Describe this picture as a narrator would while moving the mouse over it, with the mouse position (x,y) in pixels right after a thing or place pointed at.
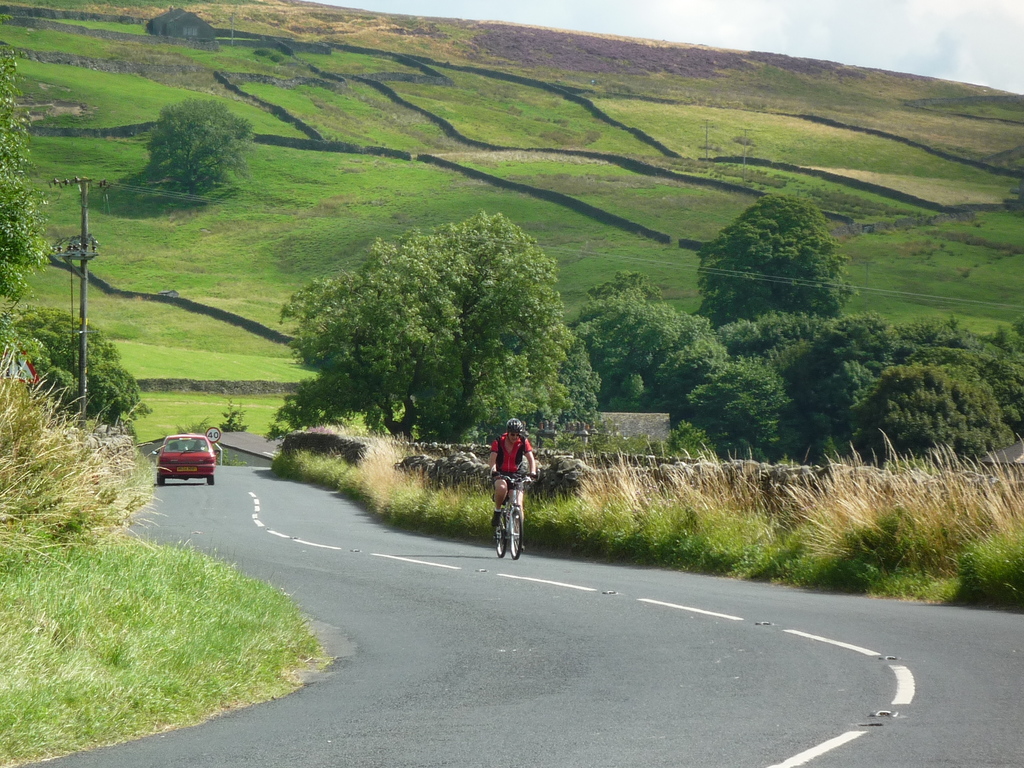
In this picture I can see there is a person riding the bicycle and there is a car (198,450) moving on the road (387,667) and on both sides I can find there is grass (118,695), plants (73,443) and trees (475,311) and there is a mountain (258,167) in the backdrop (166,274) and the sky (686,37) is cloudy.
